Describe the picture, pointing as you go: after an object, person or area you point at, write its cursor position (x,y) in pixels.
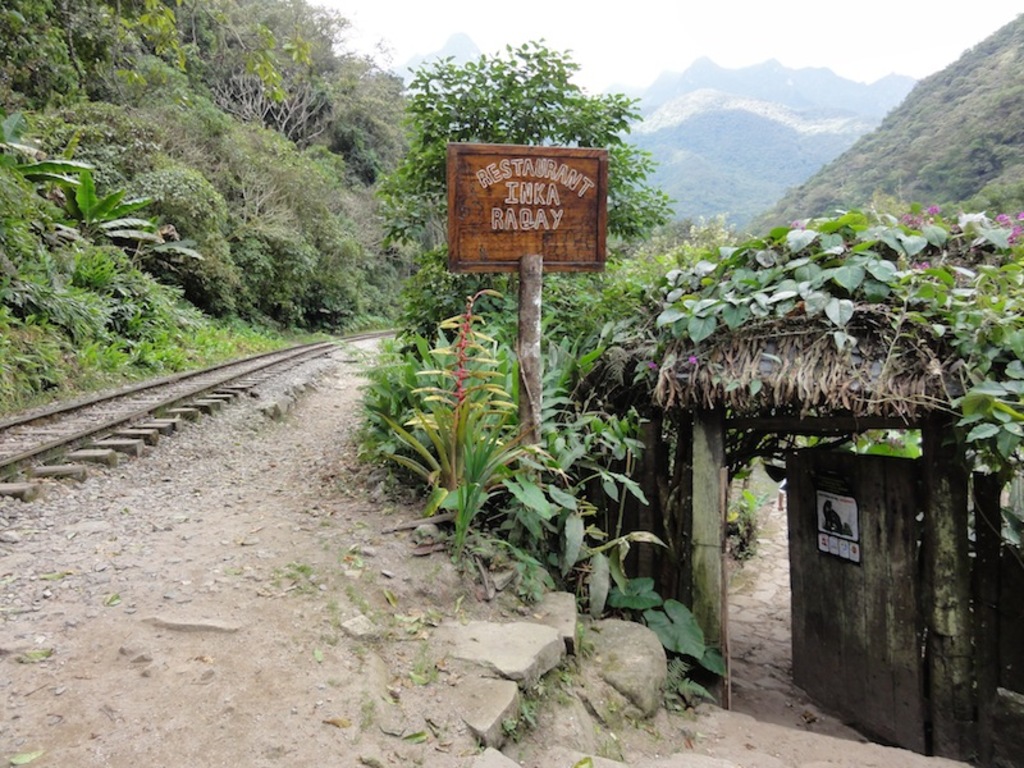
In this image, I can see plants (370,274), trees (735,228), a railway track (106,450) and a board (473,244) to a pole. On the right side of the image (869,508), I can see a door (821,588), which is under a roof (754,336). In the background (708,182) there are hills (679,117) and the sky (628,59).
